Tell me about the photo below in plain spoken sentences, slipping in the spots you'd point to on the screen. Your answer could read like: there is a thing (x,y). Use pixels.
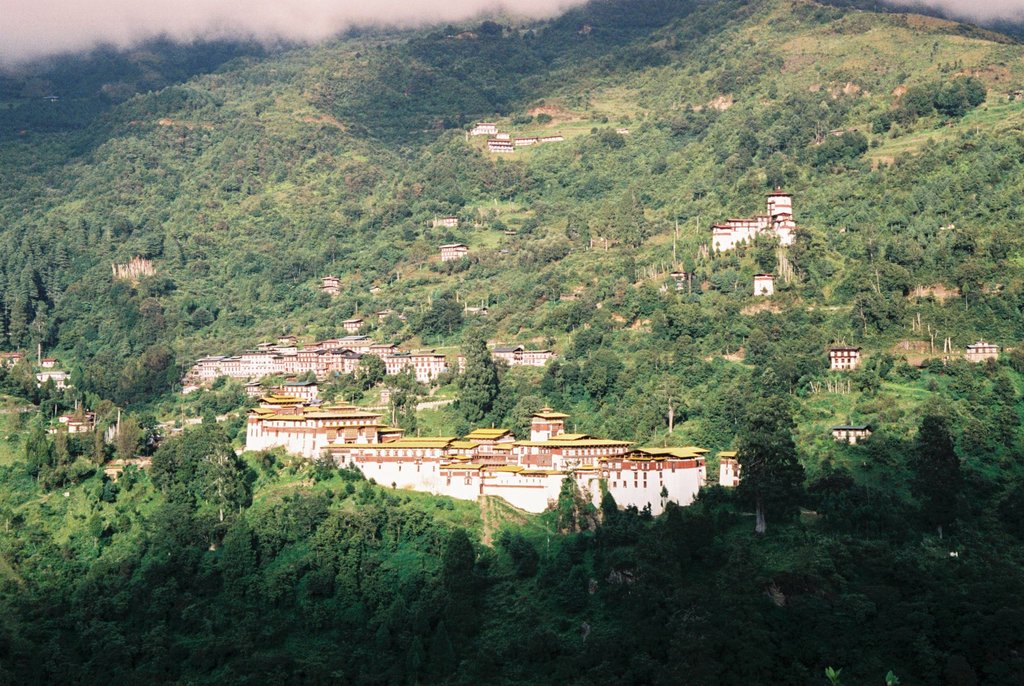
In this image we can see the buildings (453,445) on the hill (340,238). We can also see the trees (187,528) and also the fog (291,5).
